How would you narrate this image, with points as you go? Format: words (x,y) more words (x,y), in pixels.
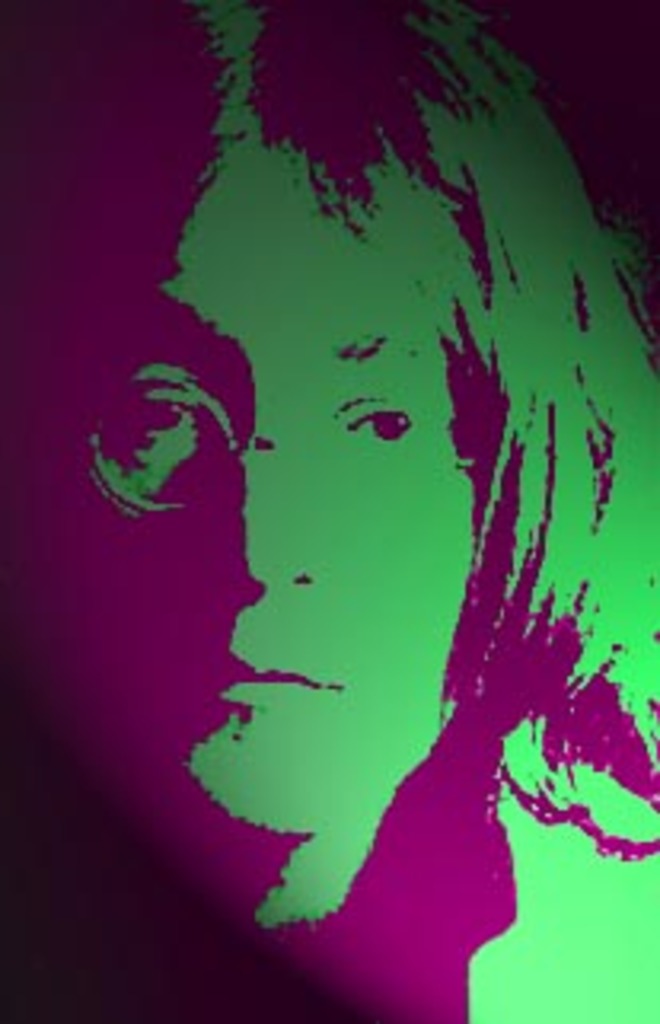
In this image there is a woman (339,645).
